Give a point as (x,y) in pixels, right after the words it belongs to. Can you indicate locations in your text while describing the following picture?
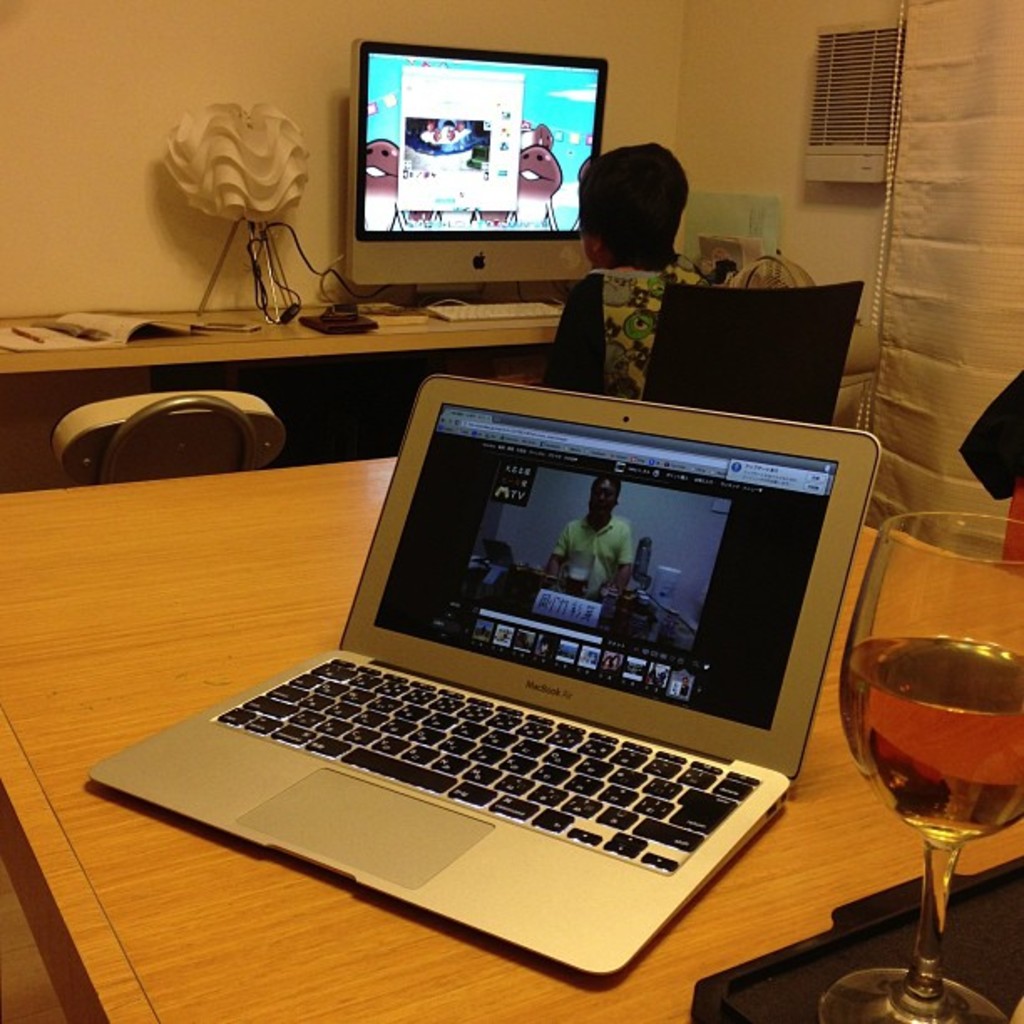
This is the picture of a laptop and a wine glass (1009,524) in the table (234,1009) and in back ground (547,208) there is a person (603,264) sitting in the chair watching the screen (409,79) and a lamp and the chair (145,475).
